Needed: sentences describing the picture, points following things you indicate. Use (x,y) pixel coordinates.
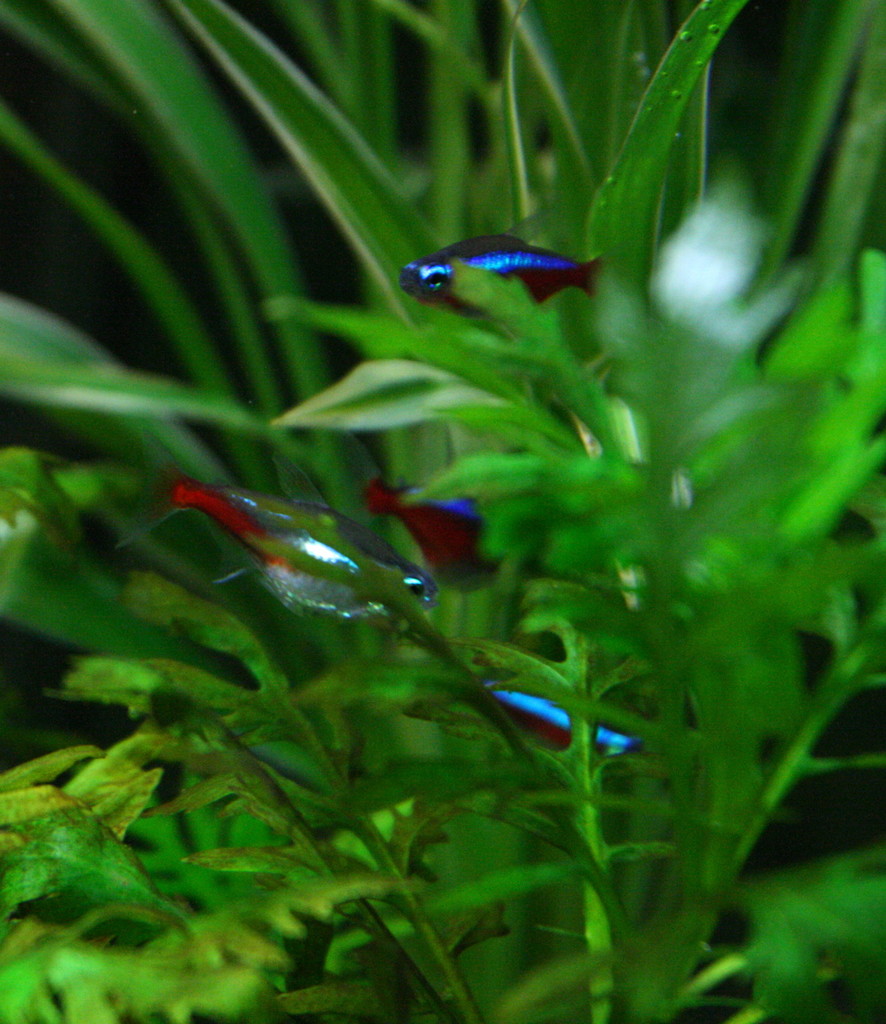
In this image we can see fishes (365,476) floating in the water (231,362) and we can see the plants (621,757).
